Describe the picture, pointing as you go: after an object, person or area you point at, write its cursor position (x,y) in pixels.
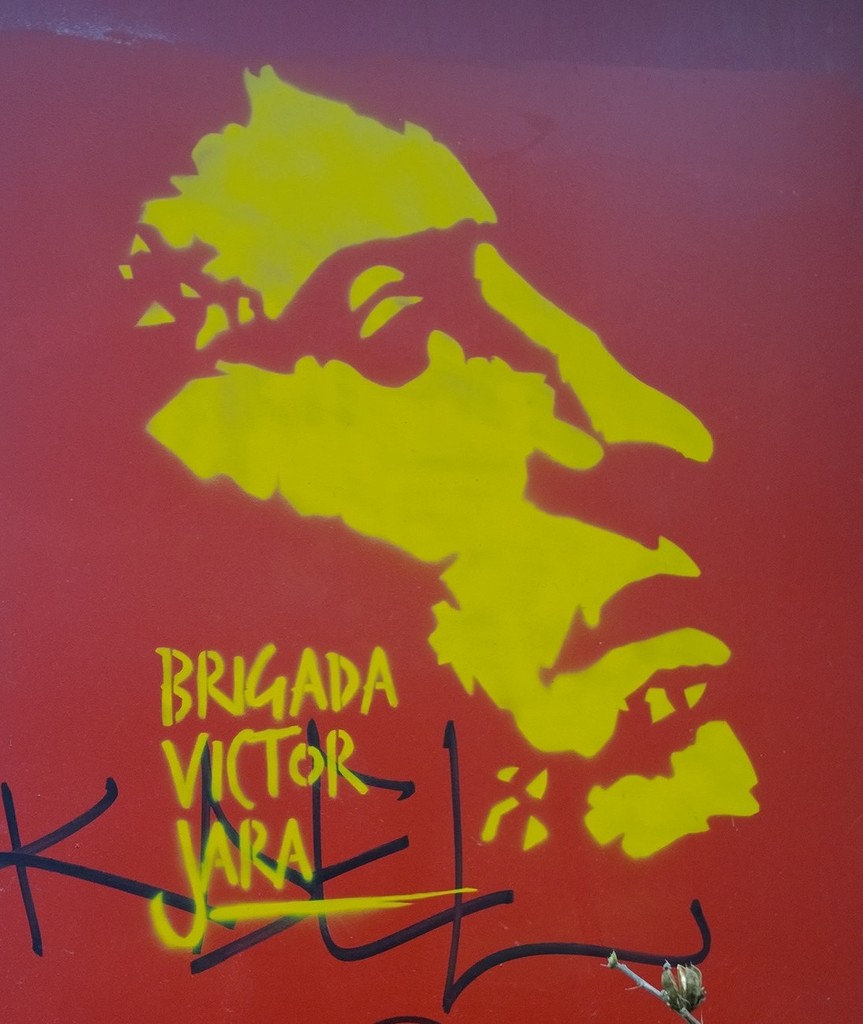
This is a poster (406,487) on it there is a painting (461,390) of a person (471,455), some text (385,899) are there.
